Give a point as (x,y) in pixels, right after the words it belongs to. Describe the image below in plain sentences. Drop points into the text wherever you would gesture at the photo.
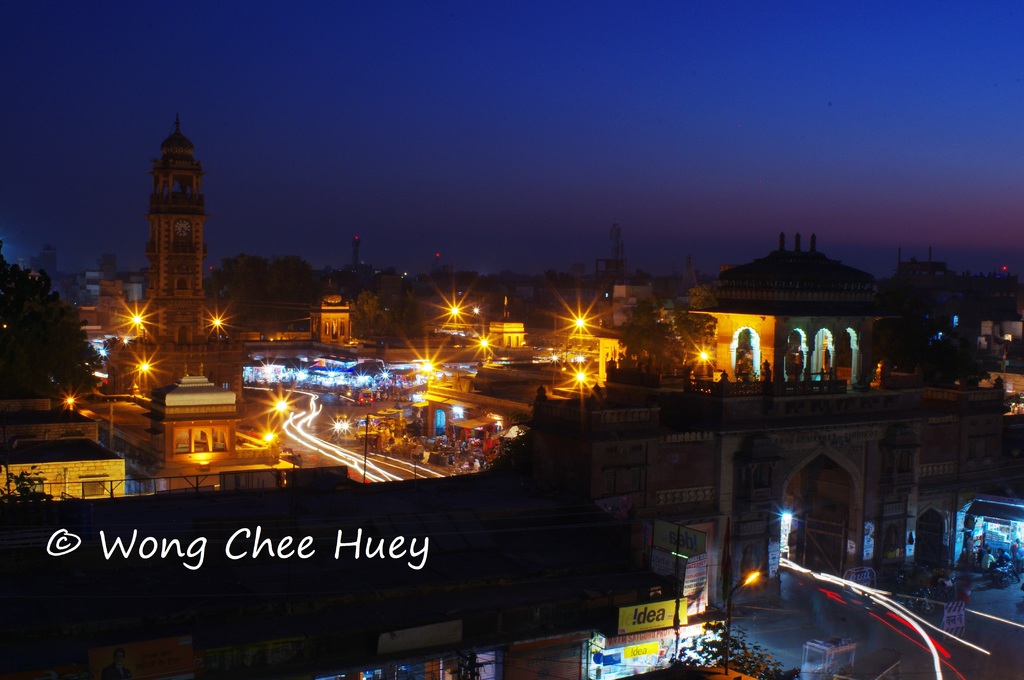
In this image we can see some buildings (177,227). And in the foreground (264,606) we can see some shops (515,655). And On the right hand side of the corner we can also see some shops (1002,544) as well. We can see some lights (574,319). In the background (530,178) we can see the sky (528,82).
